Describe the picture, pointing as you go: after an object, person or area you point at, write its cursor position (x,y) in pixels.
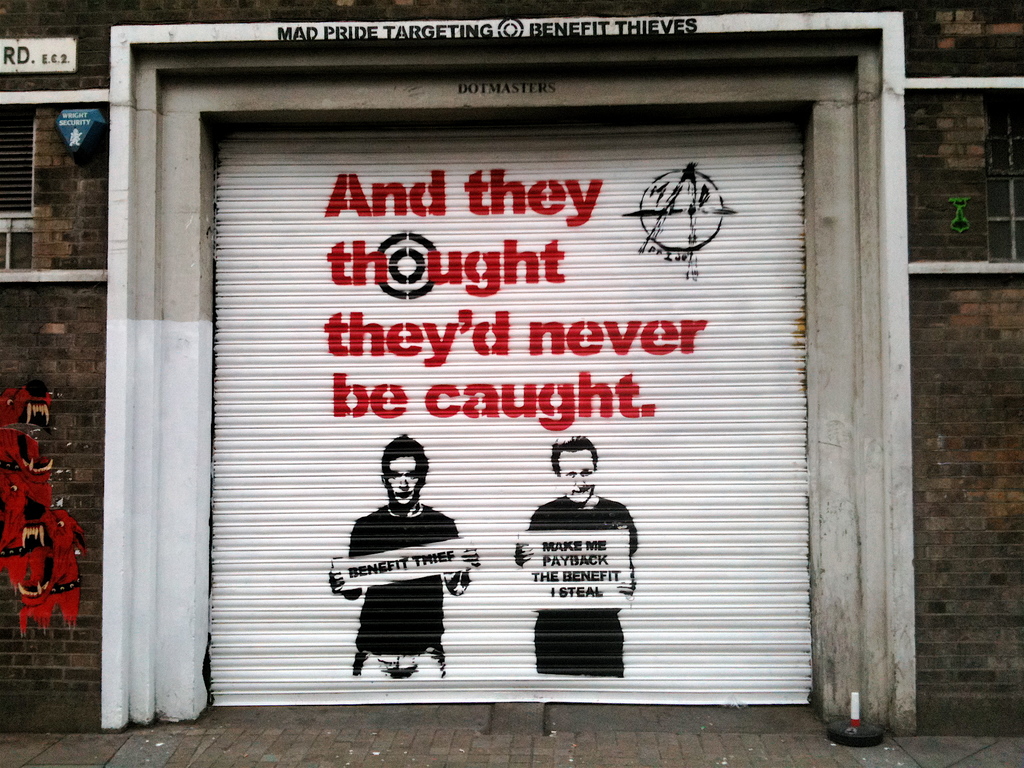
In this image I can see the rolling shutter (498,472). On the shutter (416,433) I can see something is written and the painting (402,600) of two people (394,621). And I can see the board (10,66) to the wall (26,88).
